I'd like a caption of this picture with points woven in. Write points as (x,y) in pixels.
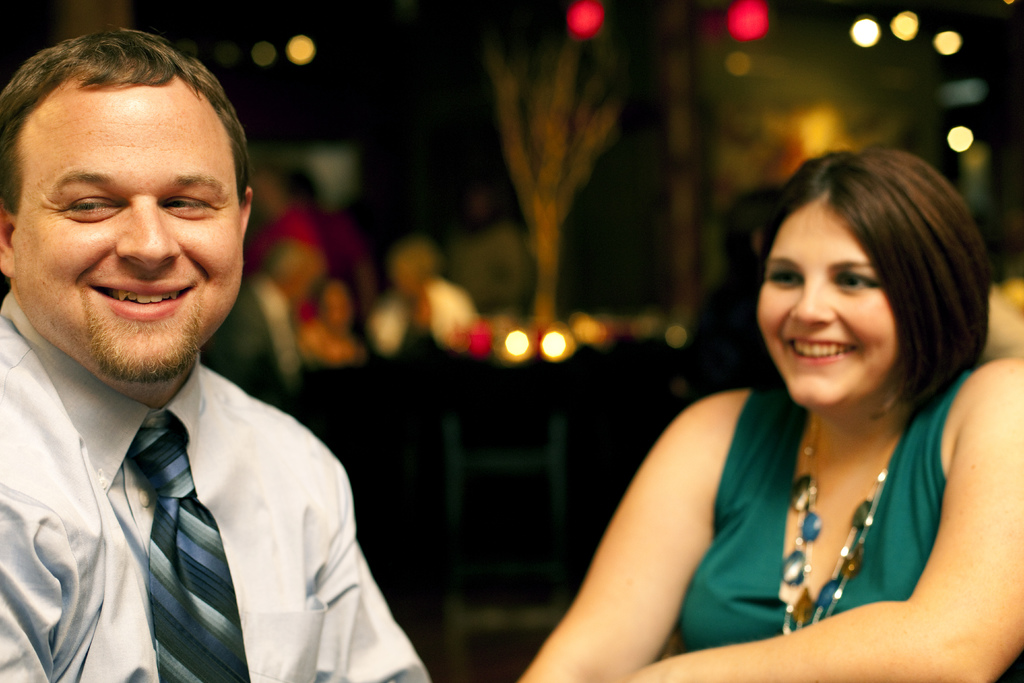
In the picture I can see a man (139,417) on the left side (274,497) is wearing a shirt (223,506) and a tie (176,501) and there is a smile (150,287) on his face (167,283). I can see a woman (706,405) on the right side (770,437) and she is smiling as well. In the background (587,187), I can see a tree (515,146) and lighting arrangement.
